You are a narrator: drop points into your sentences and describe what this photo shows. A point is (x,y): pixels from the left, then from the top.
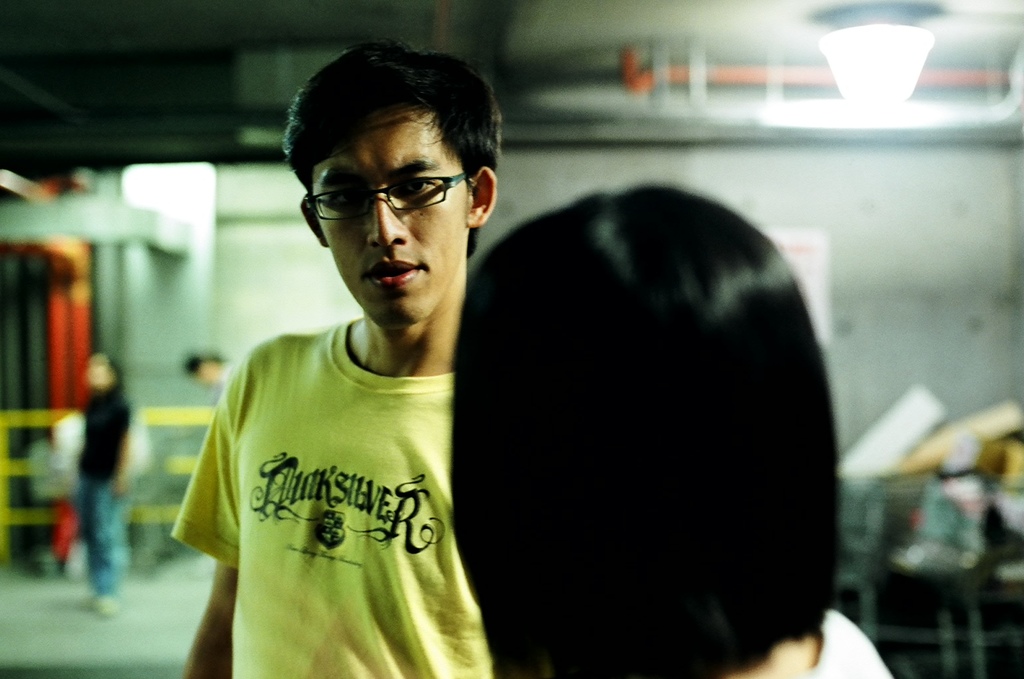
This picture describes about group of people (353,460), in the middle of the image (458,229) we can see a man (412,209), he wore spectacles (417,195), in the background (792,73) we can see few lights (840,35), pipes (74,274) and other things (903,452).
